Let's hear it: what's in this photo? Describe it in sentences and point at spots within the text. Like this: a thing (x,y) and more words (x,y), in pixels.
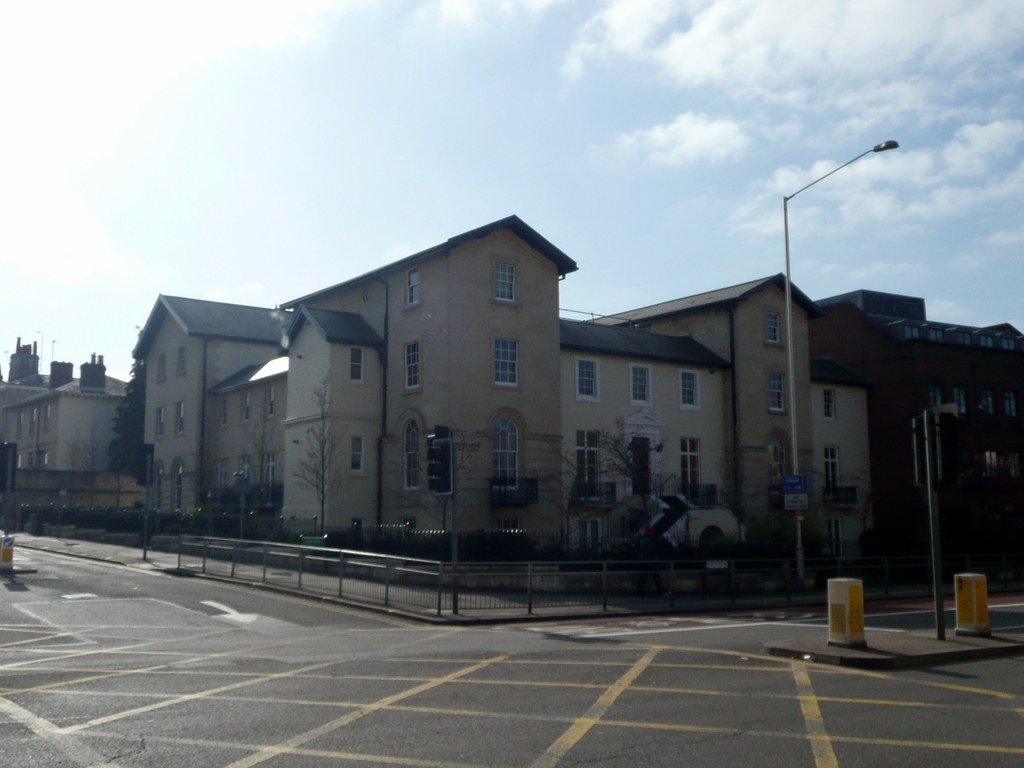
In this image there is a road (649,734), in the background (936,563) there is a railing (895,563), light poles (936,563), trees (900,548), buildings (199,482) and the sky (585,122).
